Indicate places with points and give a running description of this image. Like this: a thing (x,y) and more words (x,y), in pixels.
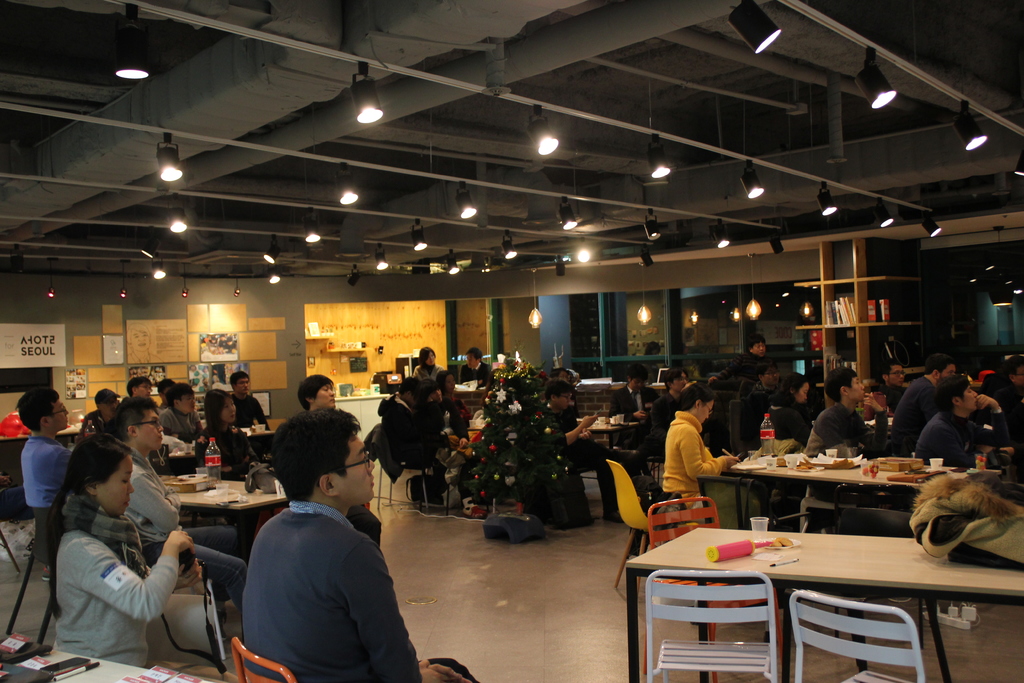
In the image there are many people (892,387) sitting on the chairs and also there are tables (676,554) with bottles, glasses (770,465), jackets (929,492) and many other things (24,670). In the background (153,387) there are walls (67,334) with posters (229,352), papers (249,357), frames (269,358) and some other things. And also there is a cupboard (831,306) with few things (844,317) in it. And in the background (705,335) there are glass walls (763,292). At the top of the image (568,170) there is ceiling (275,177) with pipes (596,44) and lights (651,237).
